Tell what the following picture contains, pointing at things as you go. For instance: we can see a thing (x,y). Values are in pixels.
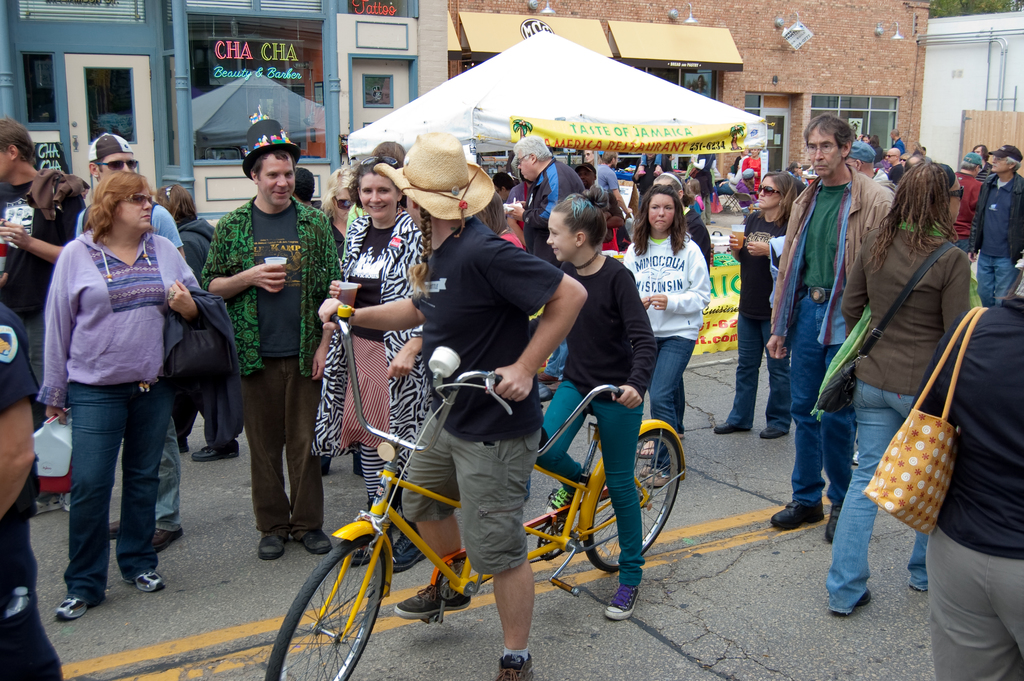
In the picture we can see some people (511,648) are standing on the road (610,650) and talking to each other and some walking and behind them, we can see a shop (689,120) with tent (689,120) and behind it we can see buildings (253,109) with windows (277,76) and glasses (276,61).
